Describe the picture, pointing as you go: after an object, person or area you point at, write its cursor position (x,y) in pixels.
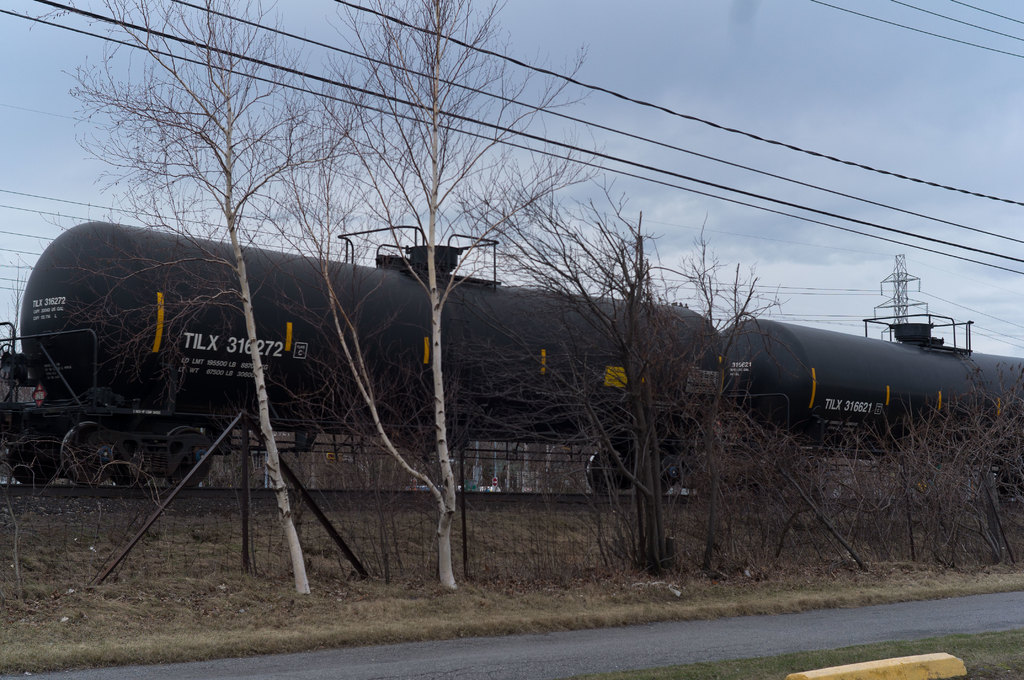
In this image I can see dried trees (875,560), background (14,289) I can see the fencing (346,441) and I can also see the train (156,271) on the track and I can also see few wires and the sky (673,133) is in white and blue color.
